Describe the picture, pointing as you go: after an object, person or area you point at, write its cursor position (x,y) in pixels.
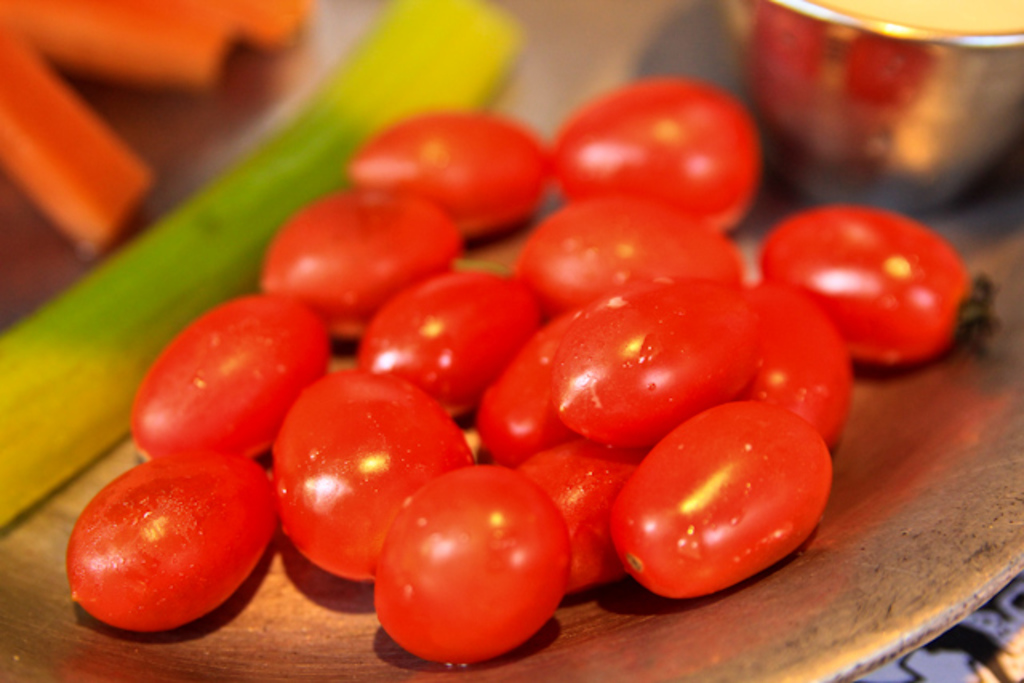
In this picture we can see a plate (886,574) in the front (894,571), there is a glass (896,130) and some fruits (636,455) present in the plate (286,69), there is a blurry background (302,78).
